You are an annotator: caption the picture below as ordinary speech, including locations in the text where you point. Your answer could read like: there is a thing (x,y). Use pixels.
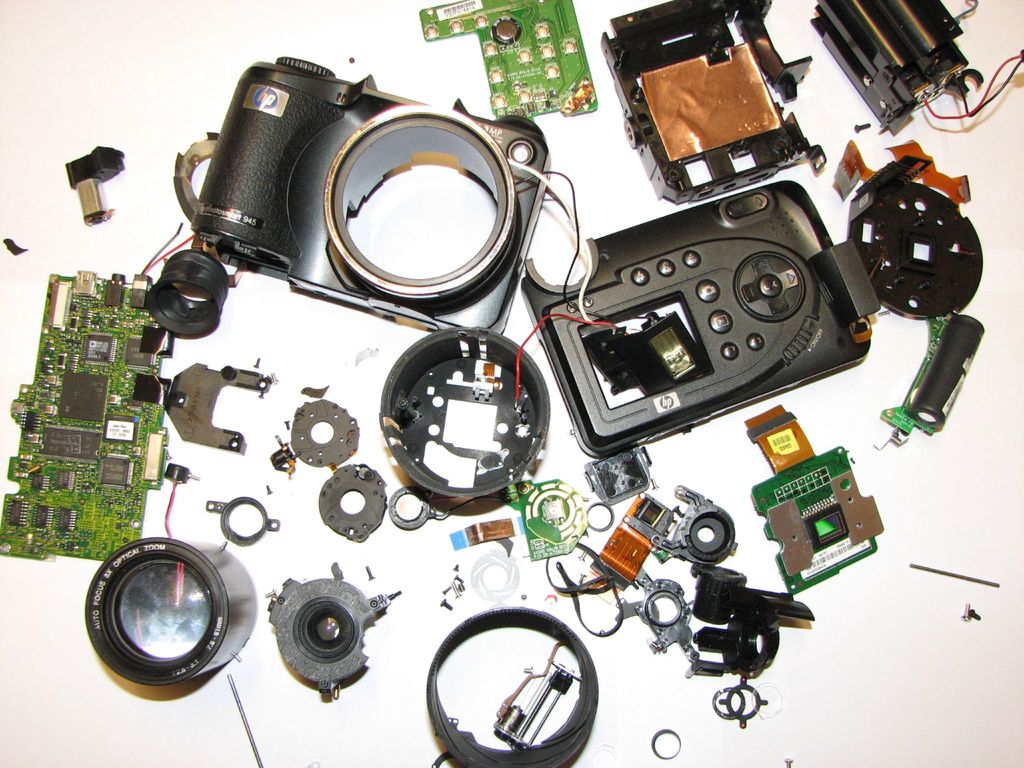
In the image we can see the parts of camera (555,14) on a table (6,49).
